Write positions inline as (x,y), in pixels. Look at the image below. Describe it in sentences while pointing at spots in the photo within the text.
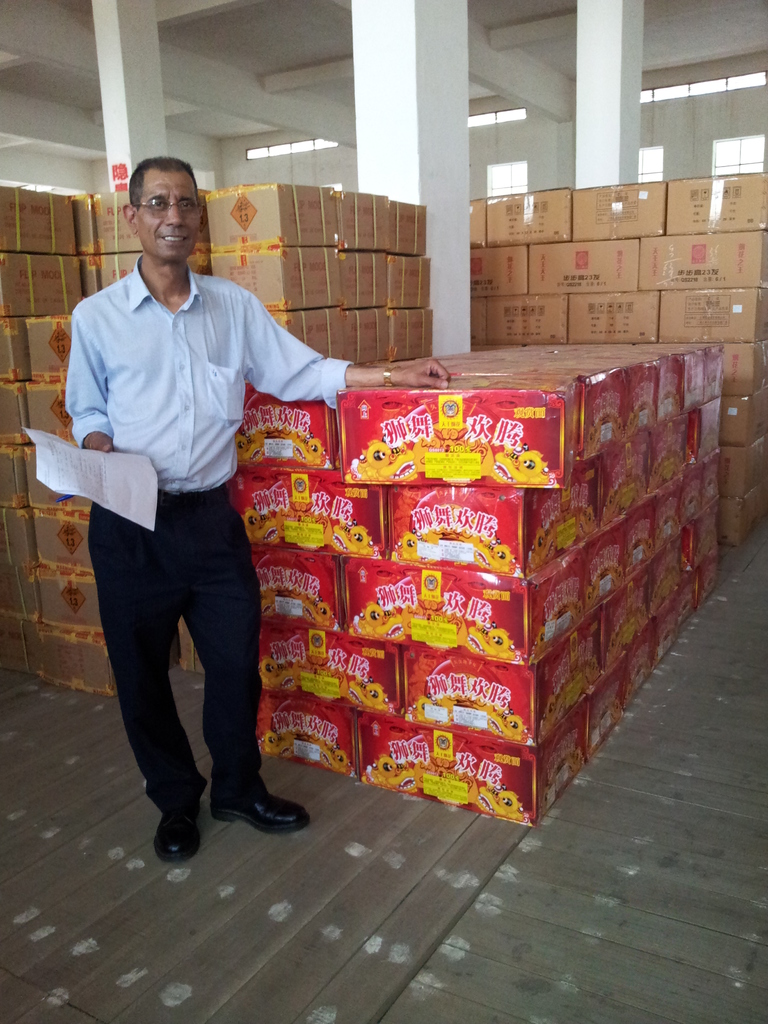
In this image we can see a person (187,414) standing on the floor (277,770) and holding a paper (83,475) in one of his hands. In the background (568,323) we can see cardboard cartons (293,263) arranged in the rows and pillars (154,115).
